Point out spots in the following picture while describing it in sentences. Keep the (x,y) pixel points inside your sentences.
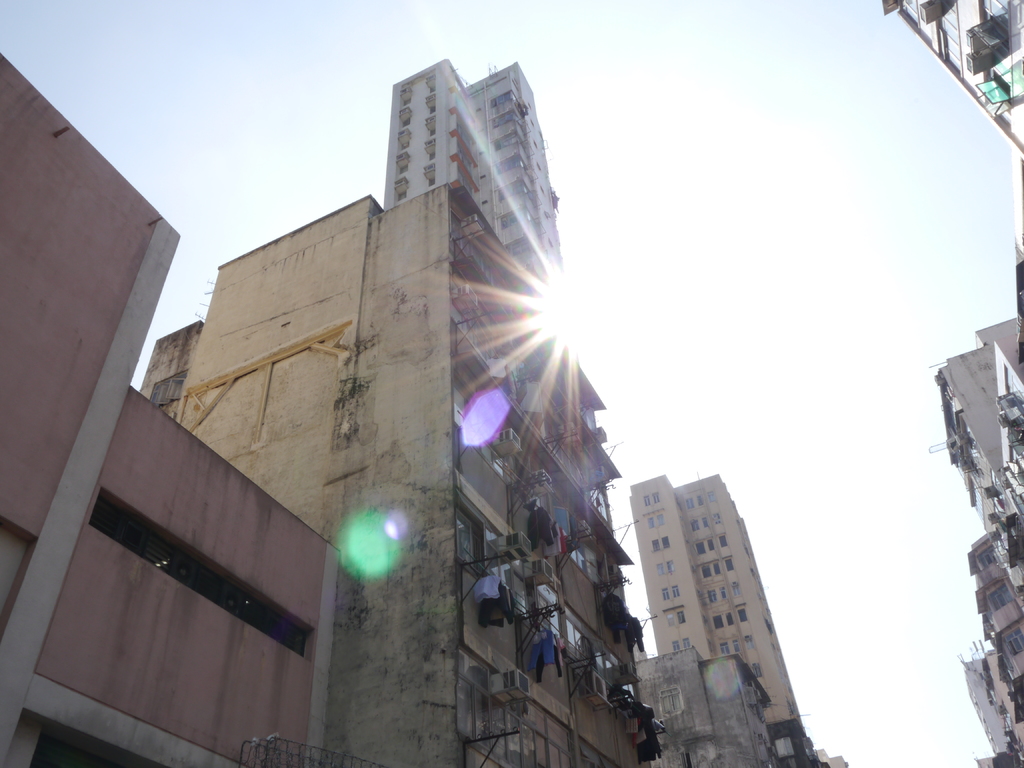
Here in this picture we can see buildings (396,562) present all over there and we can also see windows (557,620) on the buildings (987,638) and we can see clothes (531,666) hanging here and there in the balconies (562,638) and we can see sun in the sky (695,331) present over there.
